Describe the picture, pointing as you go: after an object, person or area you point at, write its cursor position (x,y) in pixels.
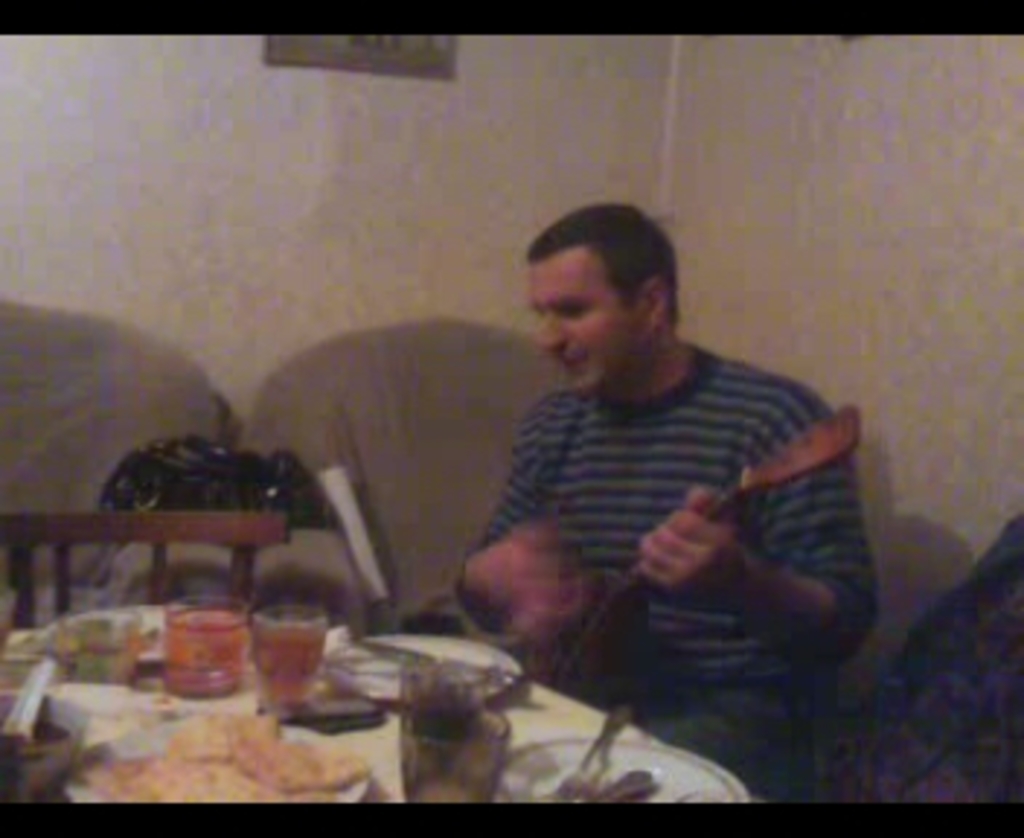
This image consists of a table (521,706), chairs (242,578). One person (664,536) is sitting in a chair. He is playing guitar (586,601). on the table (49,727) there are plates (577,748), glasses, forks (588,770), spoons (625,782).
